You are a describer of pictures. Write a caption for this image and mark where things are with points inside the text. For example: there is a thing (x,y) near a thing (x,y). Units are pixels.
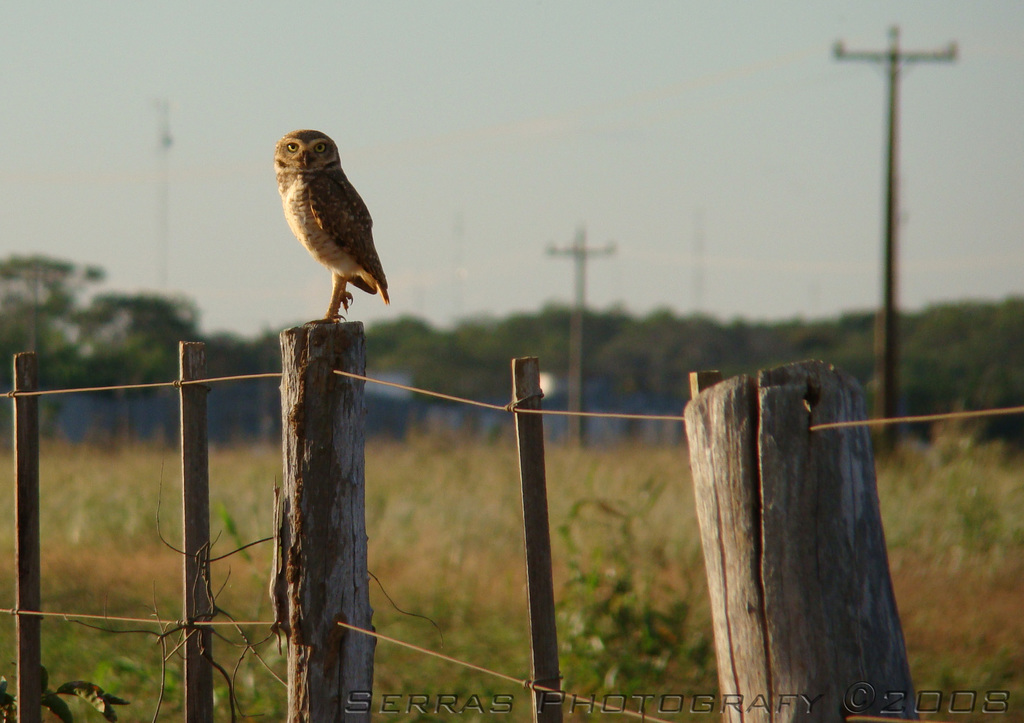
In this image I can see the bird (322,166) on the wooden-log (336,524). I can see few trees (859,325), current-poles (891,118), sky (935,126) and the fencing (359,485).
